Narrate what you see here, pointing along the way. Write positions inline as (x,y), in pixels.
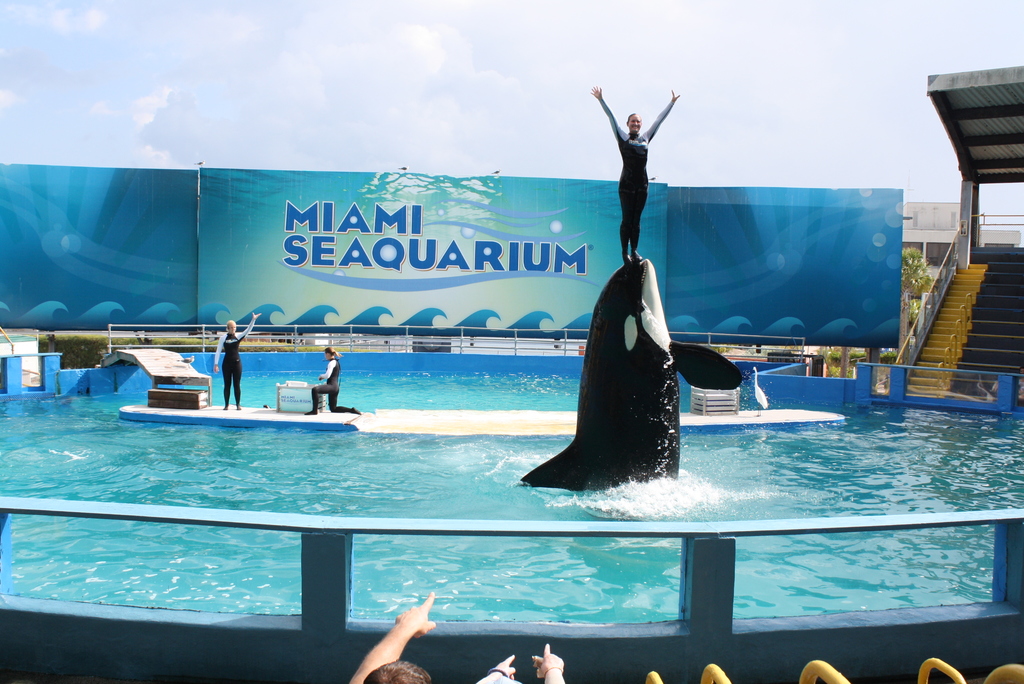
At the bottom of the picture (549,652), we see the hands (401,631) and the fingers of the people (426,631) who are pointing towards something. In front of them, we see the railing (307,598). In the middle (480,407), we see water (461,377) and we see the woman (638,163) standing on the dolphin (628,356). We see two women (229,337) and beside them, we see a box (281,391) in white color. In the background (286,313), we see the railing (390,325) and the boards (231,262) in blue color with some text (431,243) written on it. On the right side (974,268), we see the staircase (947,321), trees (920,258) and a building (939,209). At the top (615,69), we see the sky (360,76) and the clouds (255,88).
